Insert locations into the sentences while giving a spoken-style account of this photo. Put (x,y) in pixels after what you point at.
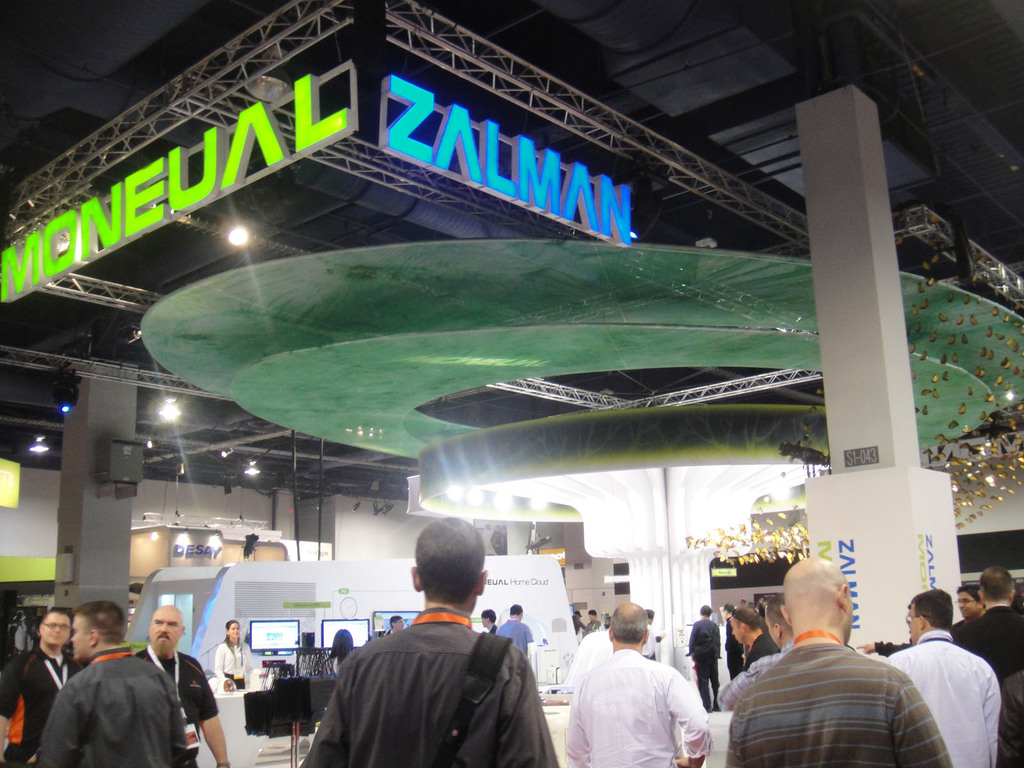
In this image we can see a building (407,374) with a name board (274,161), poles (776,375), pillars (823,339) and a roof (160,440) with some ceiling lights (221,457). We can also see some monitors (294,646), lights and a group of people (653,694) standing on the floor (550,733).
